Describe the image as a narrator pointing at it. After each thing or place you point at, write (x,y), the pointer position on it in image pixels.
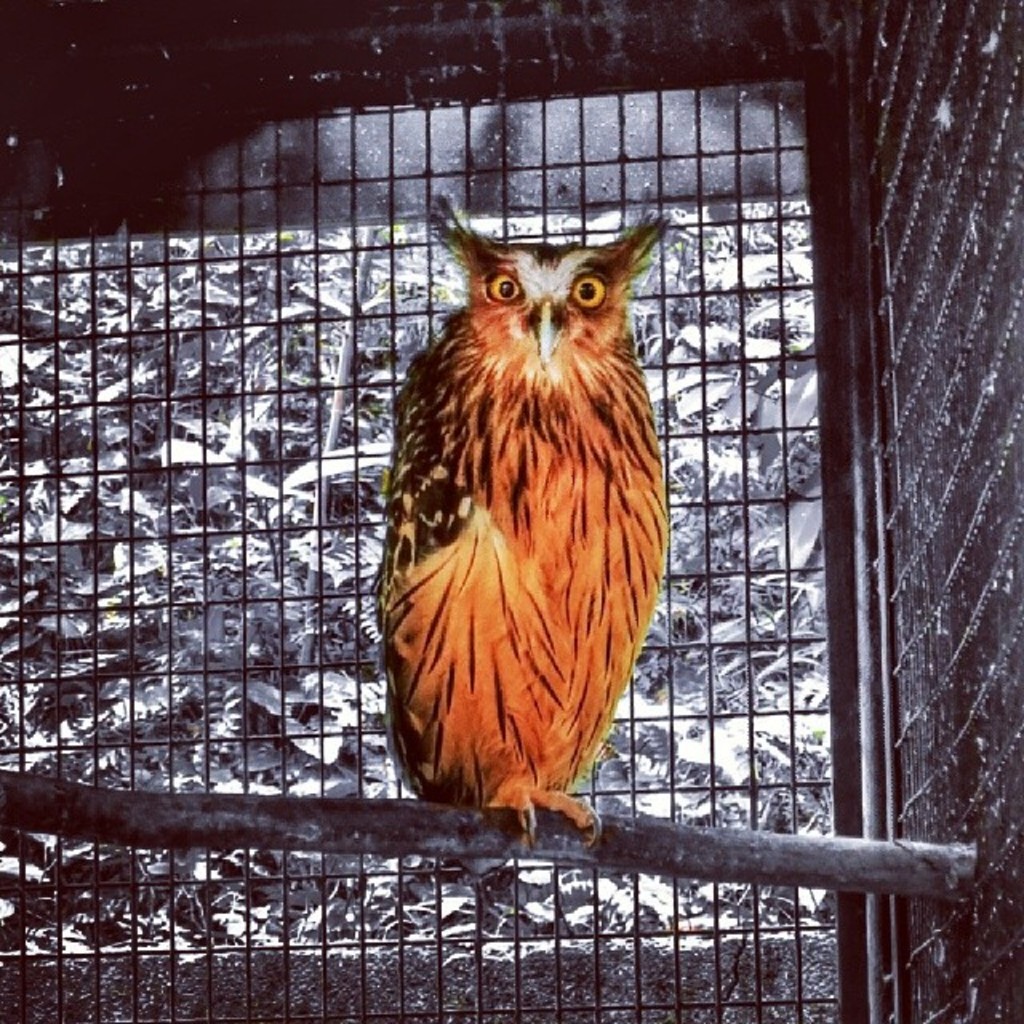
In the center of the image (530,558) we can see an owl (532,673). In the background (752,501) there is a mesh (787,503).
